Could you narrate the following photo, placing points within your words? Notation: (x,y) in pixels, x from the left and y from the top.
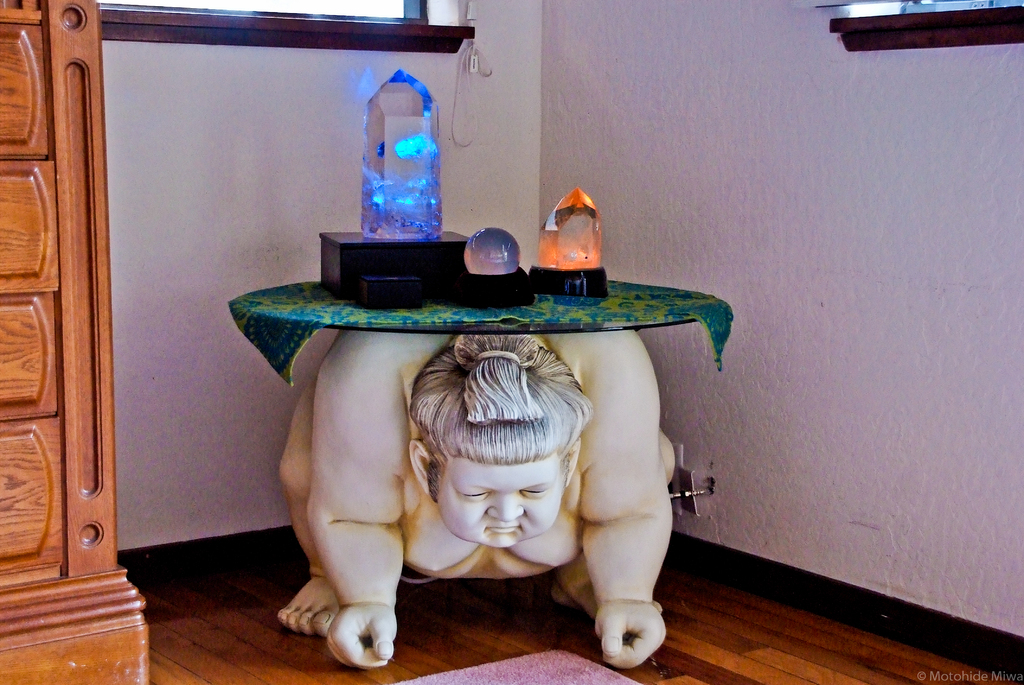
In this image, at the middle (362,444) there is a white color statue (364,436), on that statue (451,389) there is a table (298,323), on that table (303,302) there are some black color objects (353,285) kept, at the left side (53,598) there is a brown color object (64,270), at the background (195,256) there are white color walls (600,185), there is a brown color floor (766,622).
